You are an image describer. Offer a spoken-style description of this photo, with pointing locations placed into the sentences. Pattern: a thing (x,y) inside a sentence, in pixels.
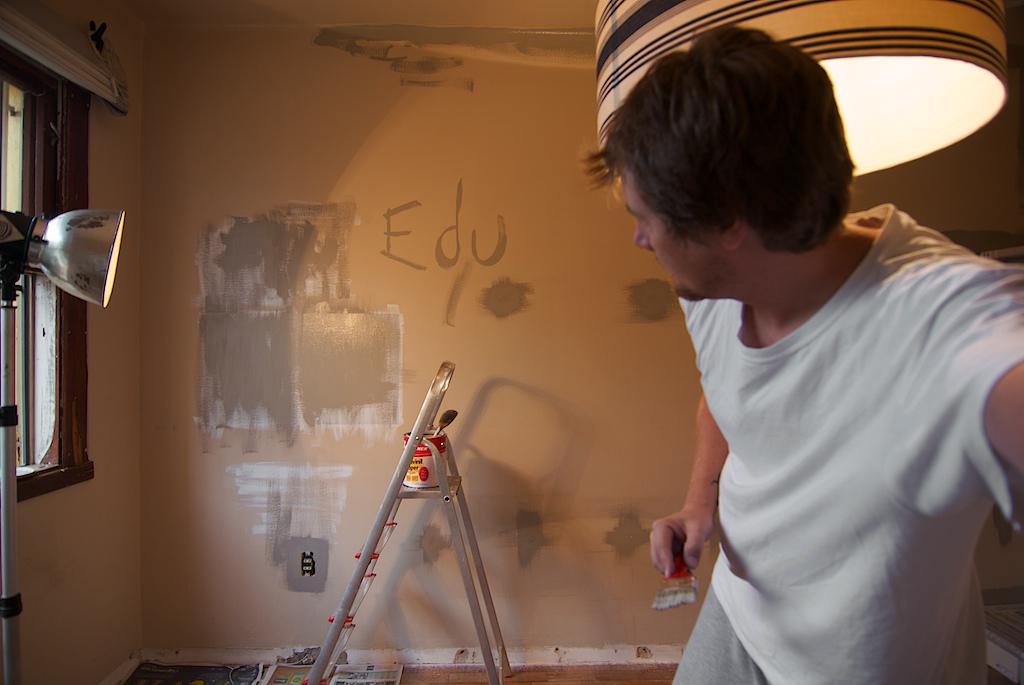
On the right (838,417) there is a person (768,572) holding a brush (685,566), behind him there is light (864,42). On the left (34,260) there is a light (24,261) and there is a window (63,139). In the center of the picture (374,261) there are ladder (404,470), paint box (416,468), paper (304,678) and wall (408,294).
